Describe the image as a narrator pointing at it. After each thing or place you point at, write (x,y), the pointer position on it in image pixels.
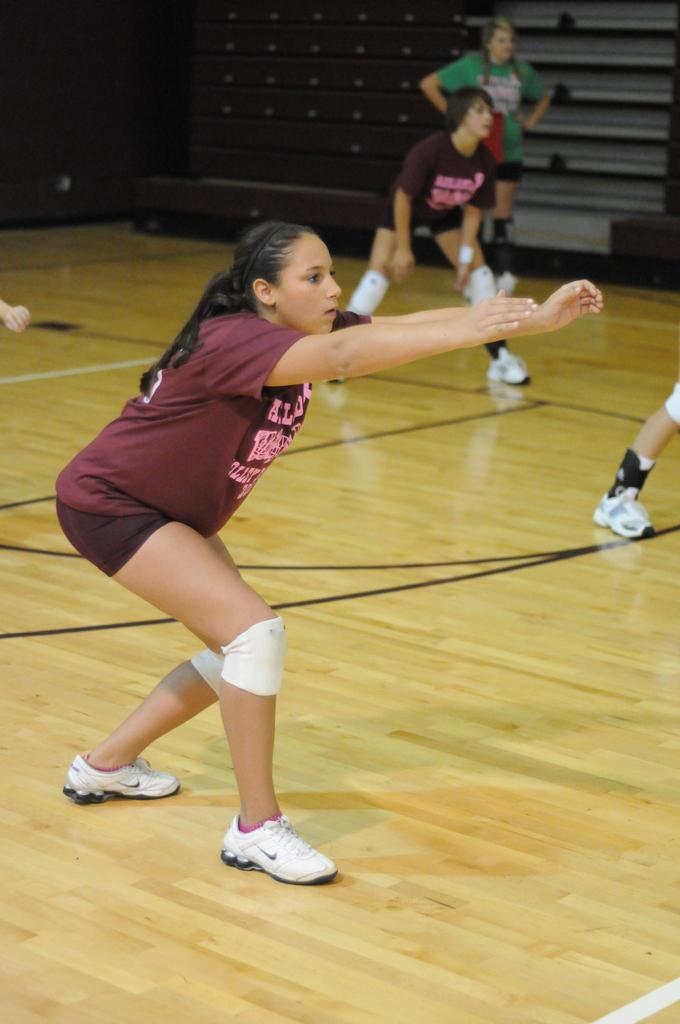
In this image we can see there are people (332,313) standing on the floor (258,510). And at the back (377,79) it looks like a cupboard (202,145).
